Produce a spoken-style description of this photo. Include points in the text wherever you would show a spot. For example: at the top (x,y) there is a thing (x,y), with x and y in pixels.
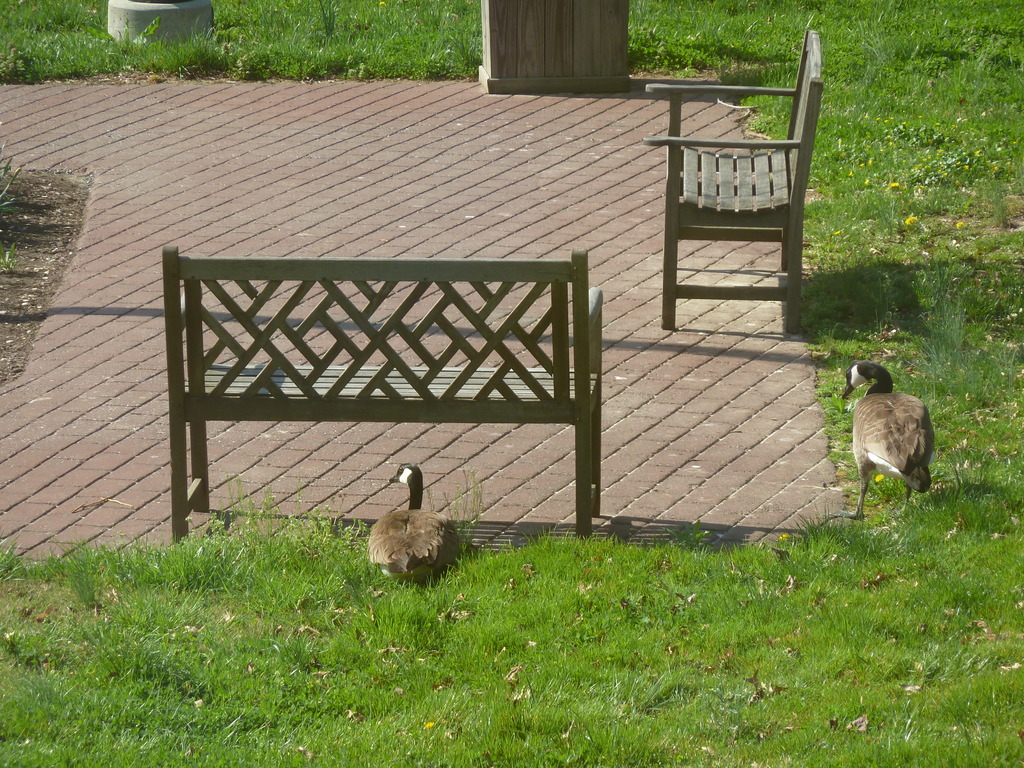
This is a picture taken in the outdoor, on the floor (660,415) there are the two benches (787,172) and two birds (422,563) and a grass (341,663).
